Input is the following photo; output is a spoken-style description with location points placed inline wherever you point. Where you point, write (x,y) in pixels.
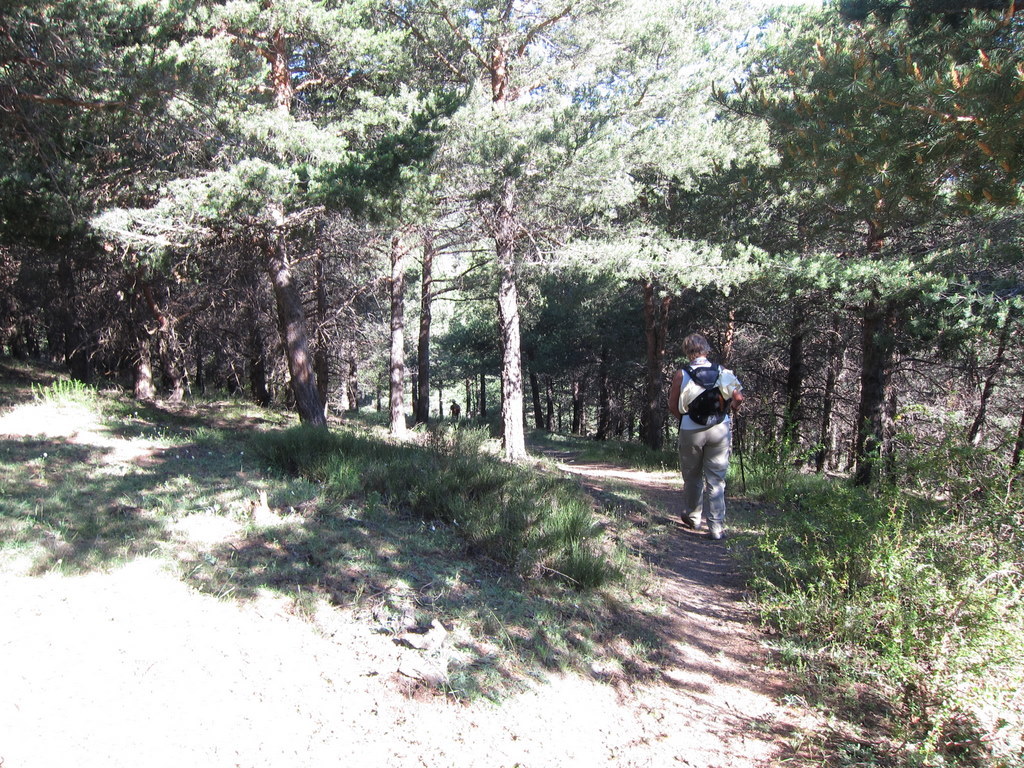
In this image we can see a person (693,485) carrying a bag (704,399) and walking on a small walkway (688,591). On the sides there are trees (472,266). On the ground (835,646) there is grass (850,619).
